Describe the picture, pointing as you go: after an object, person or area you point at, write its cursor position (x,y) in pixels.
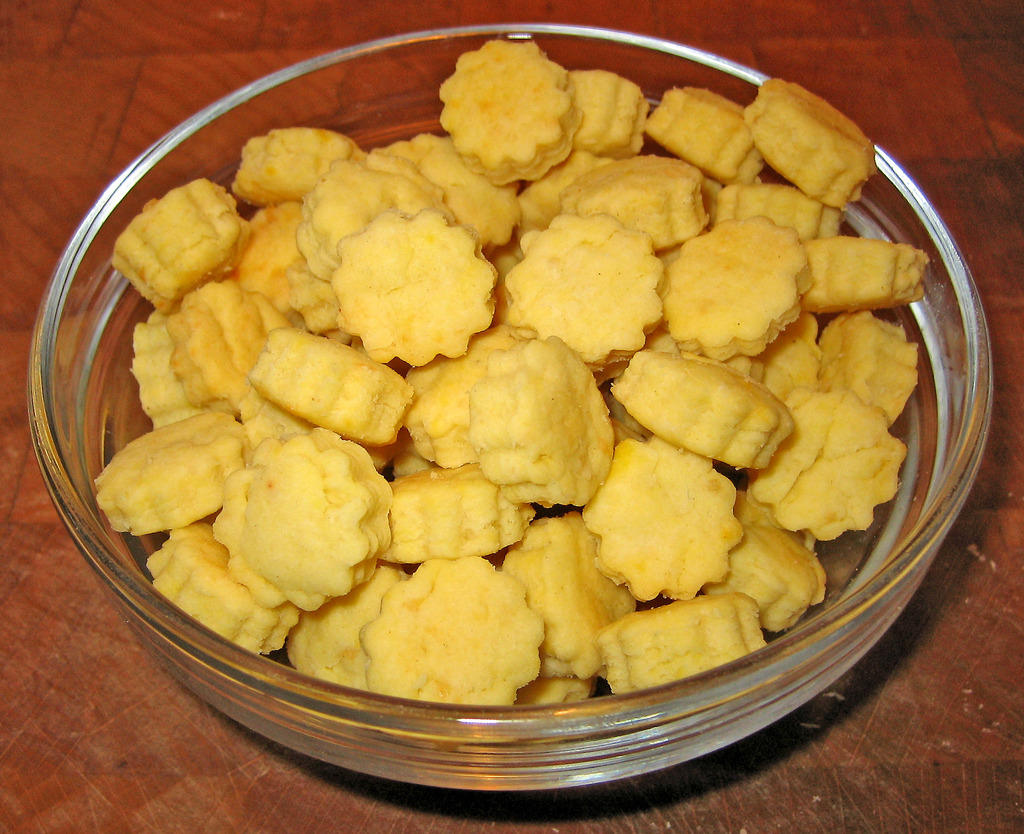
In this image we can see some food item (506,352) in a bowl (452,707), which is on the wooden surface (968,811).
